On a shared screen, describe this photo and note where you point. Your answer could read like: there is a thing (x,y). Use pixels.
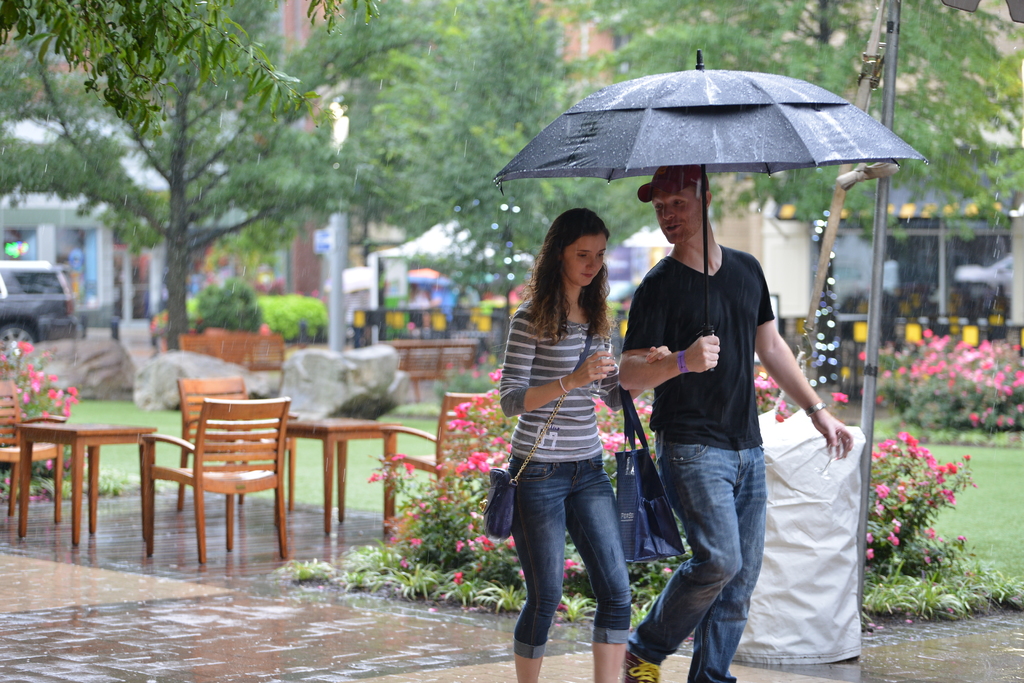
Here is the man (697,367) and woman (572,502) walking. They are holding umbrella (693,157) and bags (641,454) in their hands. These are the chairs (226,443) and tables (327,447). I can see flower plants (454,525). This looks like a pole (879,304). At background (219,246) I can see trees (479,178) and buildings (924,238). here is the car (31,284) parked. These are the rocks (304,372). This looks like a bench (419,346).
